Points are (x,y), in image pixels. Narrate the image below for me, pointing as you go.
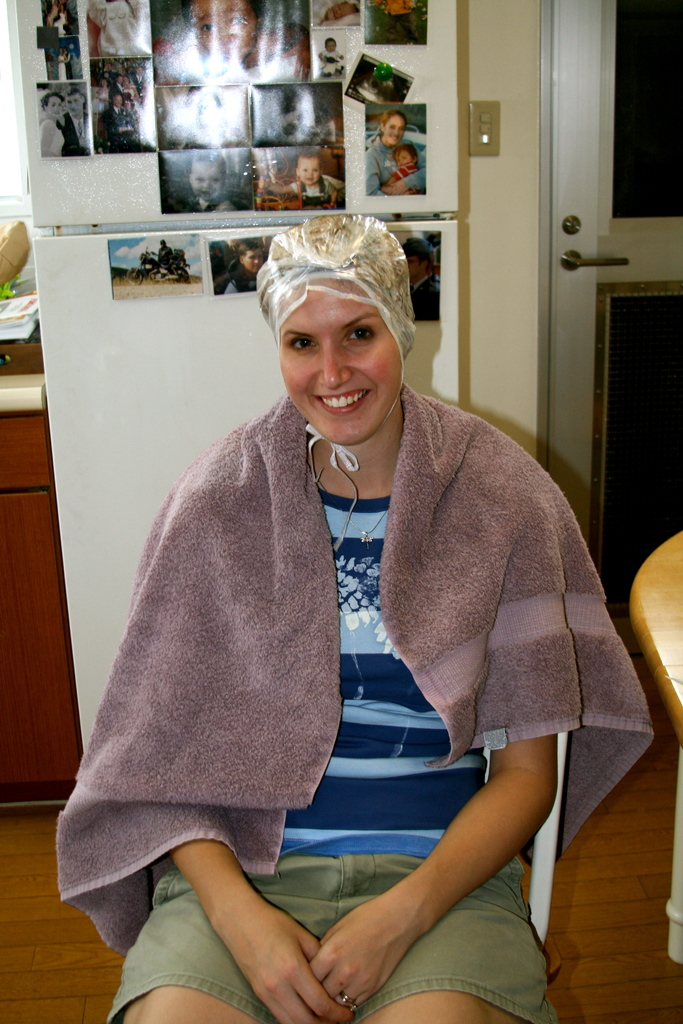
The girl (382,611) in blue T-shirt (379,702) is sitting on the chair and she is smiling. Behind her, we see a white refrigerator (131,376) on which many photos (384,152) are pasted. Beside that, we see a table (20,400) on which books (27,306) are placed. On the right side (618,471), we see a door (561,376). This picture is clicked in the room (41,968).
